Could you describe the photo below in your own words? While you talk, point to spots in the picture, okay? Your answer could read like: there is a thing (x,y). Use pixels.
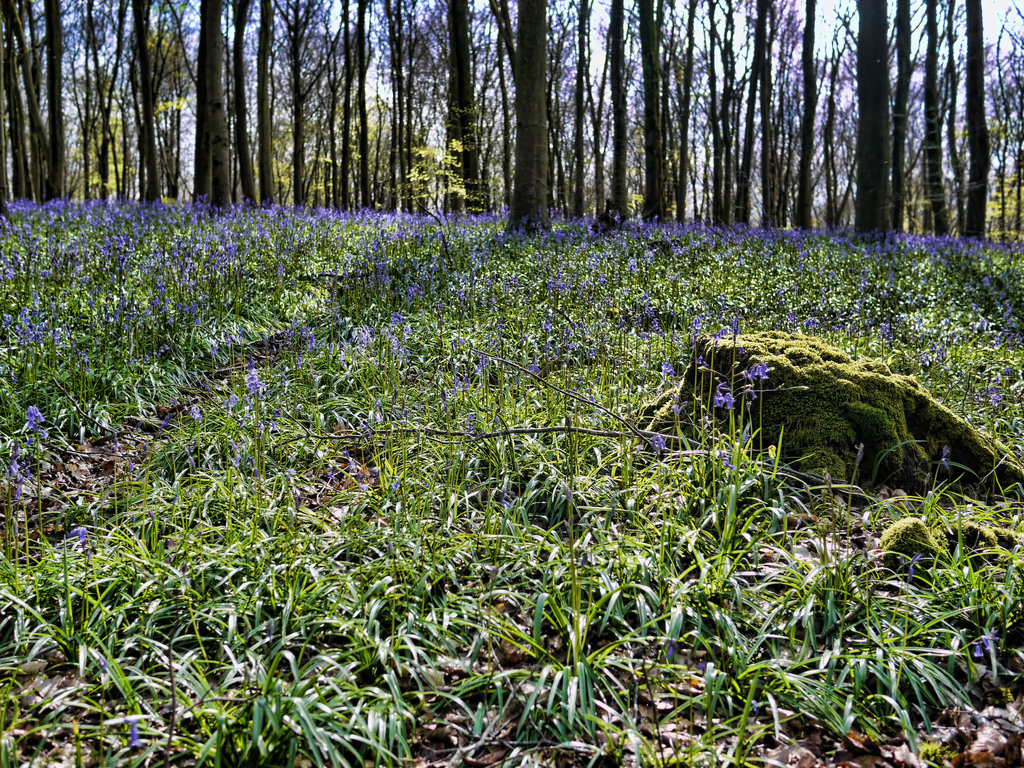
In the picture I can see violet color flowers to the plants (416,525) and in the background (141,194), we can see the trees (975,56) and the sky (914,81).
